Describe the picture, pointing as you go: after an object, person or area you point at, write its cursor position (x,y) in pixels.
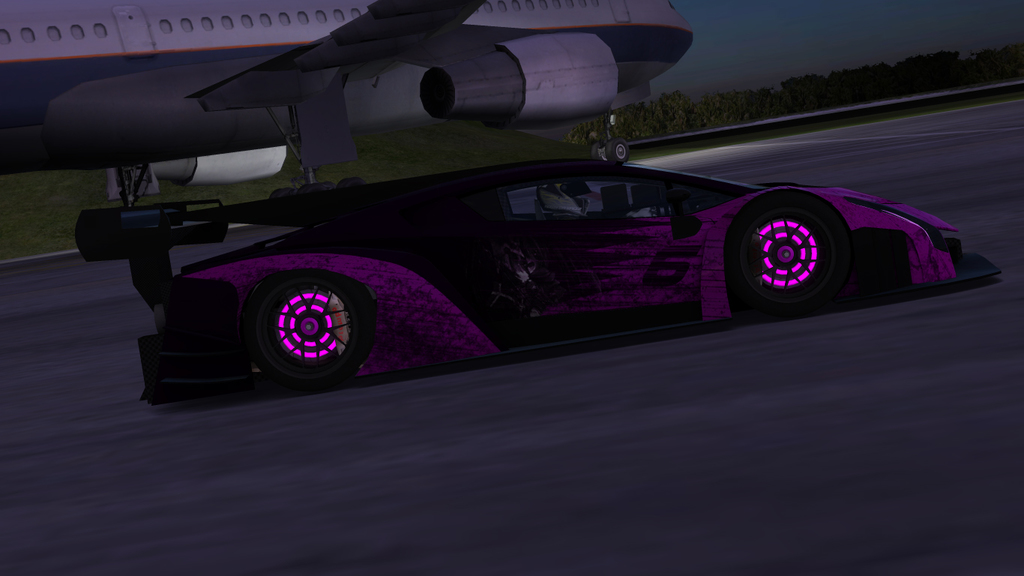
In the image there is a purple color car (484,288) and behind the car (493,313) there is an airplane (175,75), in the background (957,64) there are a lot of trees (925,61).
